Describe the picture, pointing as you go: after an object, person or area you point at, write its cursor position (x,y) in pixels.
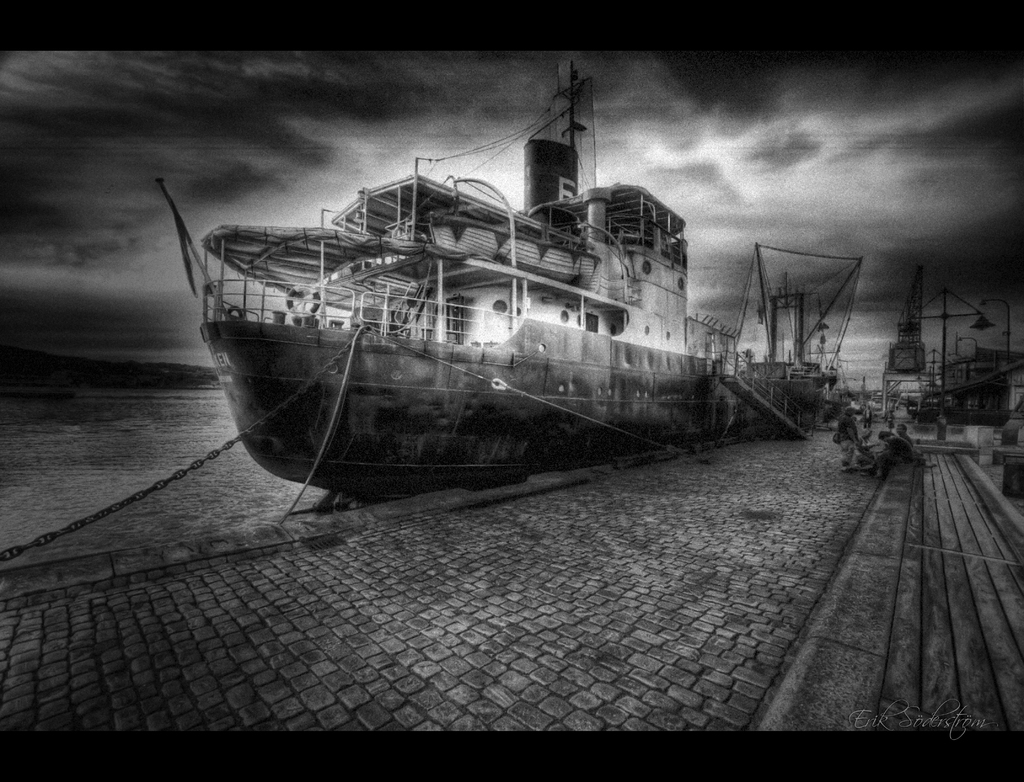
This picture is in black and white. In this picture, we see the boats (813,397) and steamers (814,380) are at the harbour (945,476). On the right side (850,440), we see people (893,456) standing and sitting. On the left side (205,411), we see water (150,448). At the top of the picture (667,166), we see the sky (692,180) and the clouds (719,164).
